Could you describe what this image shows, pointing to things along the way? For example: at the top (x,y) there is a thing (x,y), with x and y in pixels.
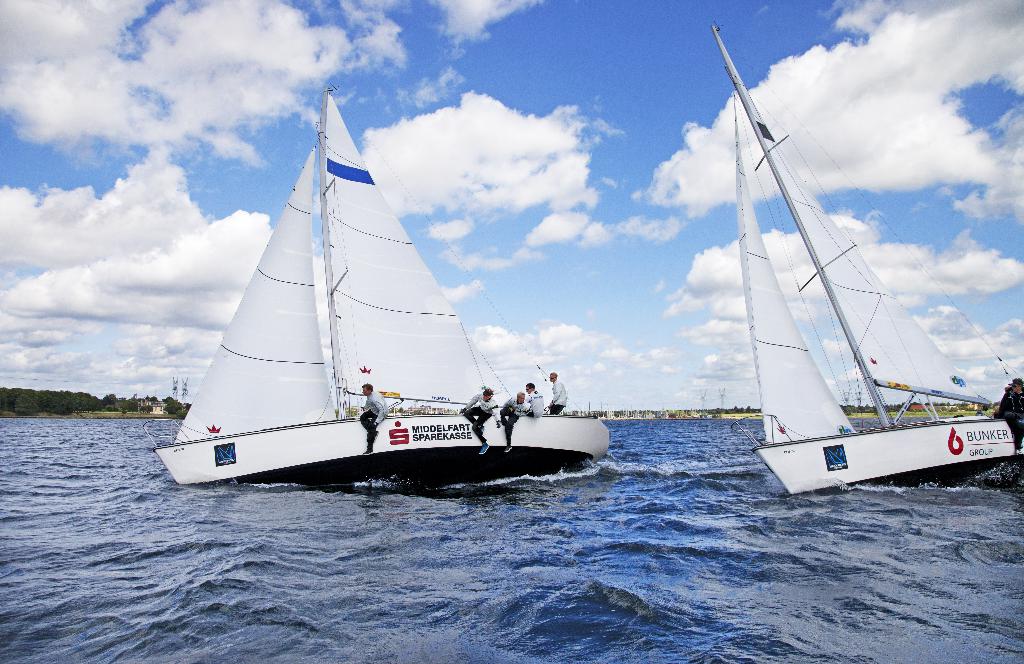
At the bottom of the image (380,458) on the water (837,546) there are boats (384,439) with poles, ropes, clothes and also there are names (435,438) on the boats (347,415). And there are few people (468,423) sitting in the boats (246,438). Behind them there are trees (109,402). At the top of the image (676,110) there is sky (598,197) with clouds (107,216).
